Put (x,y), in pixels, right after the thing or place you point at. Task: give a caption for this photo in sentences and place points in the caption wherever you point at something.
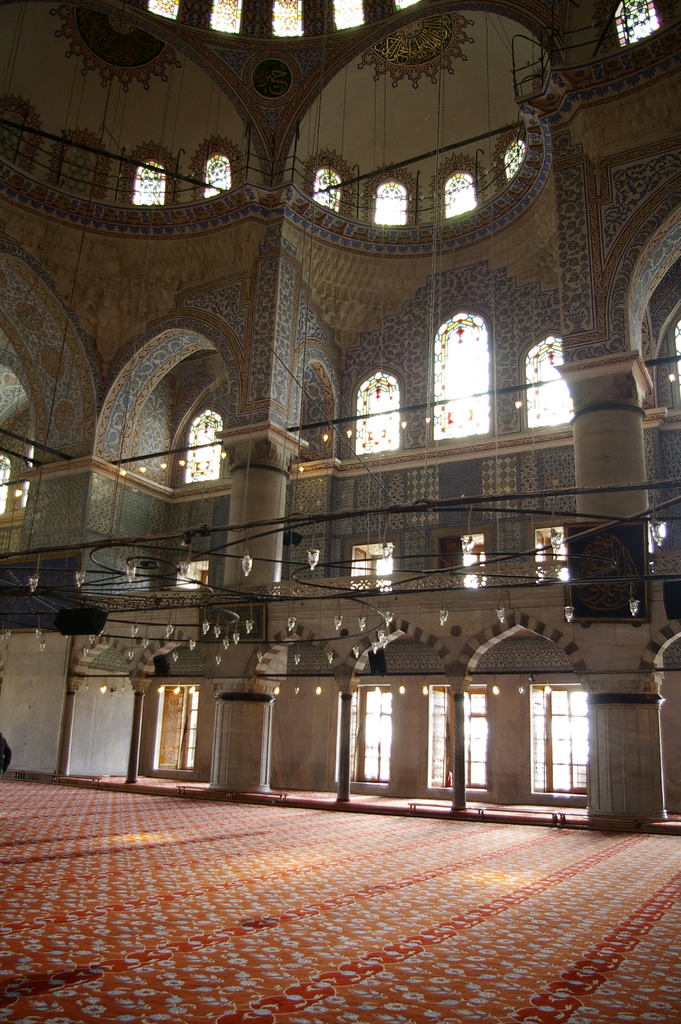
This picture describes about inside of the building (418,397), in this we can find few cables (399,571) and lights (82,577).
